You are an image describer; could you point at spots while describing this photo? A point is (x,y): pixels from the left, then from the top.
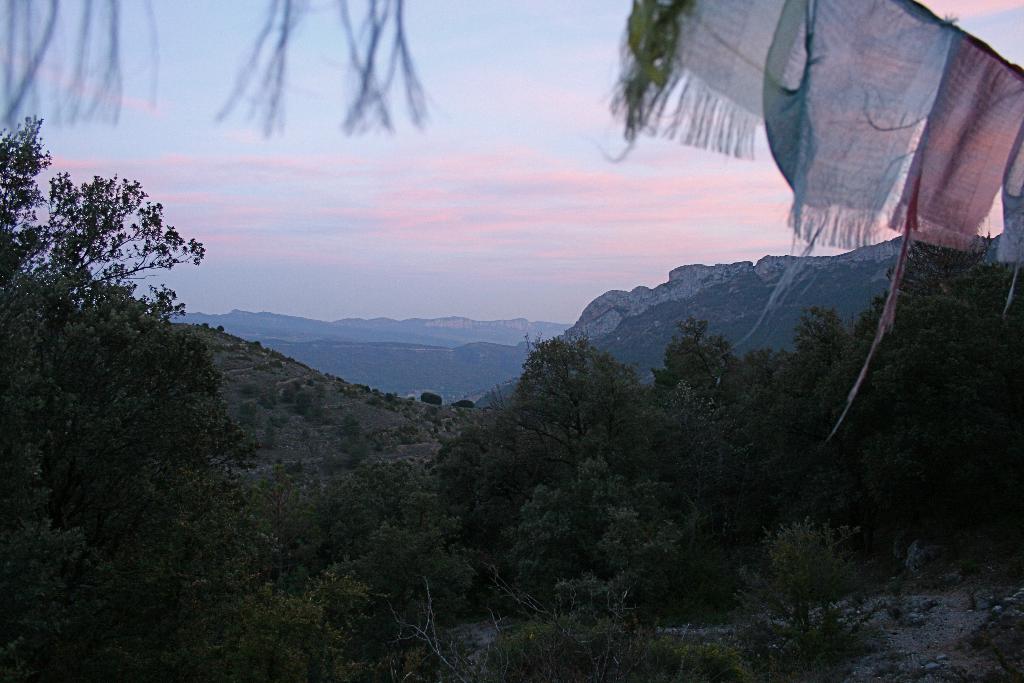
In this image I can see trees (771,500) and clothes (934,204) are hanging at the top (940,215). There are mountains (610,343) at the back (256,366) and sky (555,242) at the top (545,219).
